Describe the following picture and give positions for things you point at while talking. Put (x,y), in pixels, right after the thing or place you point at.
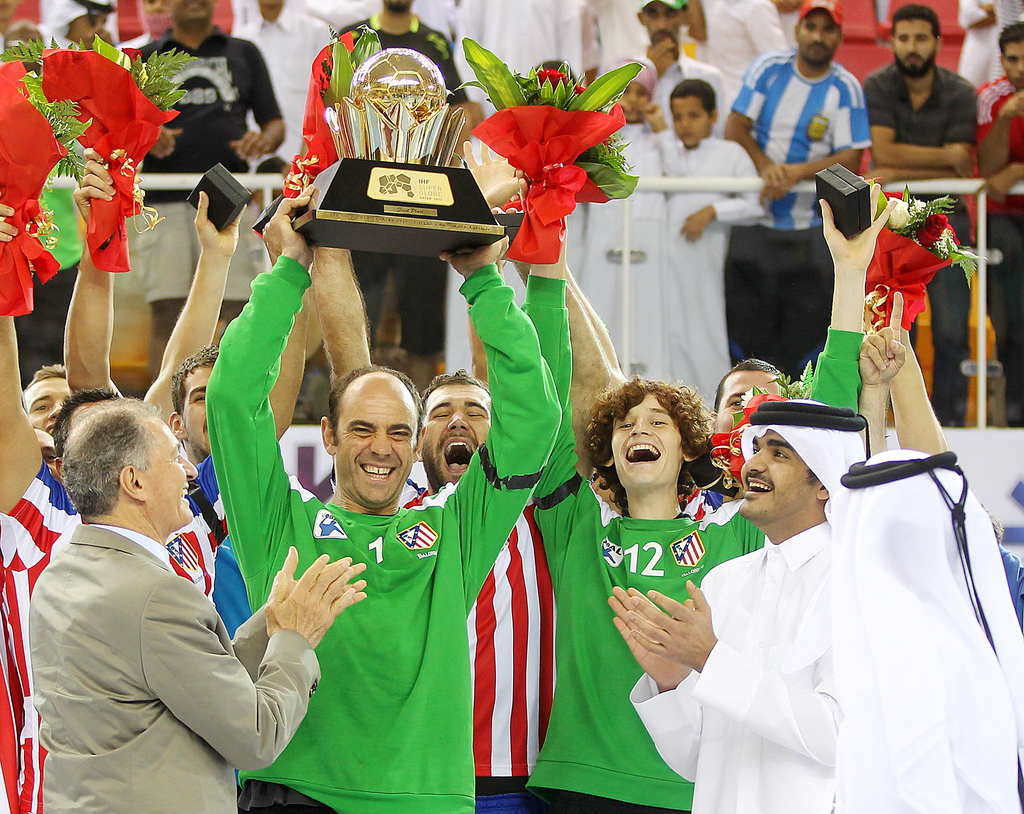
Here we can see a group of people (579,626). This man (470,523) is holding a trophy (405,150) and other people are holding bouquets (24,163) and boxes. Background (200,113) there are people (769,65). Front these two people (287,628) are clapping their hands (294,611).
